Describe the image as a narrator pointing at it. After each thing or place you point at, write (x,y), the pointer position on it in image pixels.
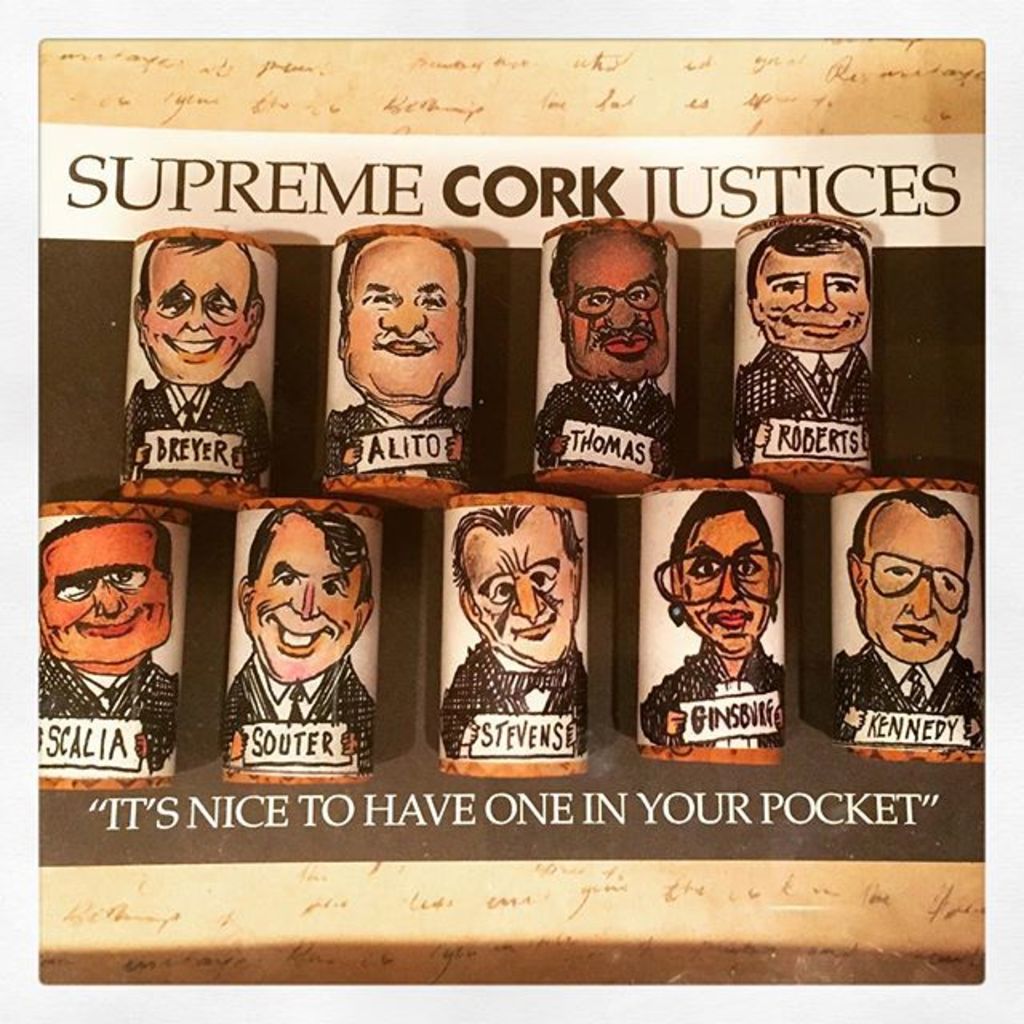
In the image there are animated images (578,585) and some text (180,176).
